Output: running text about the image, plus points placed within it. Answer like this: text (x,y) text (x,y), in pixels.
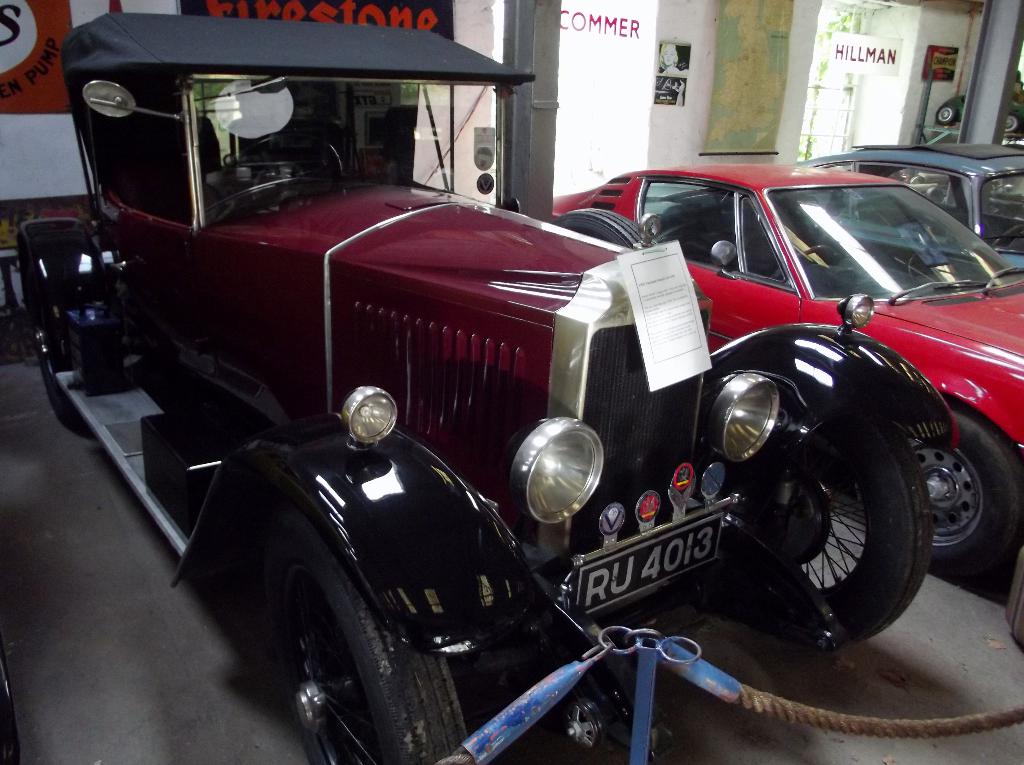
In front of the picture, we see a vehicle (515,406) in black and maroon color. We see a poster (664,380) in white color with some text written on it is pasted on the vehicle (620,344). On the right side (697,215), we see the cars (945,281) in red and blue color. Behind that, we see a white pillar (553,115). In the background (627,131), we see a white wall (674,139) on which the photo frames (663,101), charts (786,10) and boards (63,78) are placed. In the right top (837,131), we see the glass window (834,77) from which we can see the trees (851,24).
